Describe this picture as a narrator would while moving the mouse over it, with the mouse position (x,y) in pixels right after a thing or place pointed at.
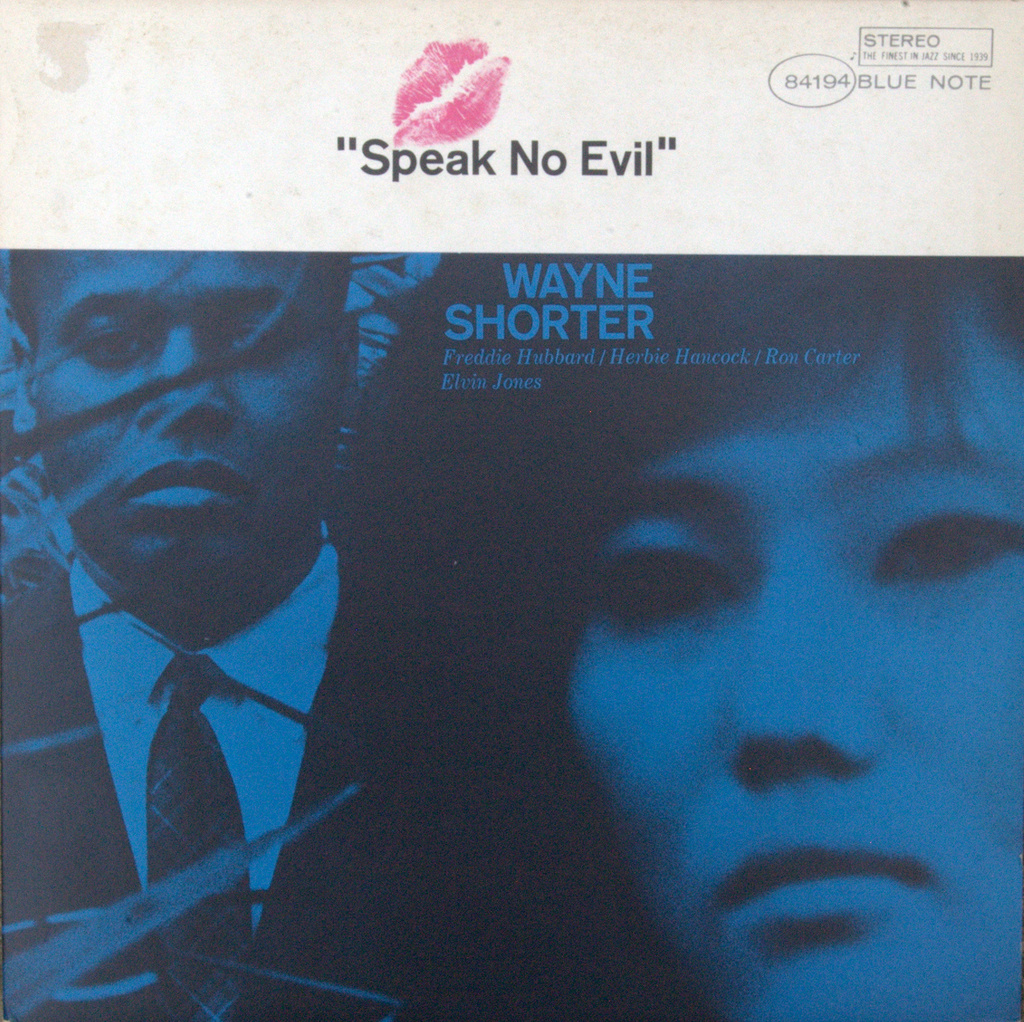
In this picture I can see a poster (814,17) with words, numbers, image (179,415) of two persons (132,852) and a lipstick mark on it.
